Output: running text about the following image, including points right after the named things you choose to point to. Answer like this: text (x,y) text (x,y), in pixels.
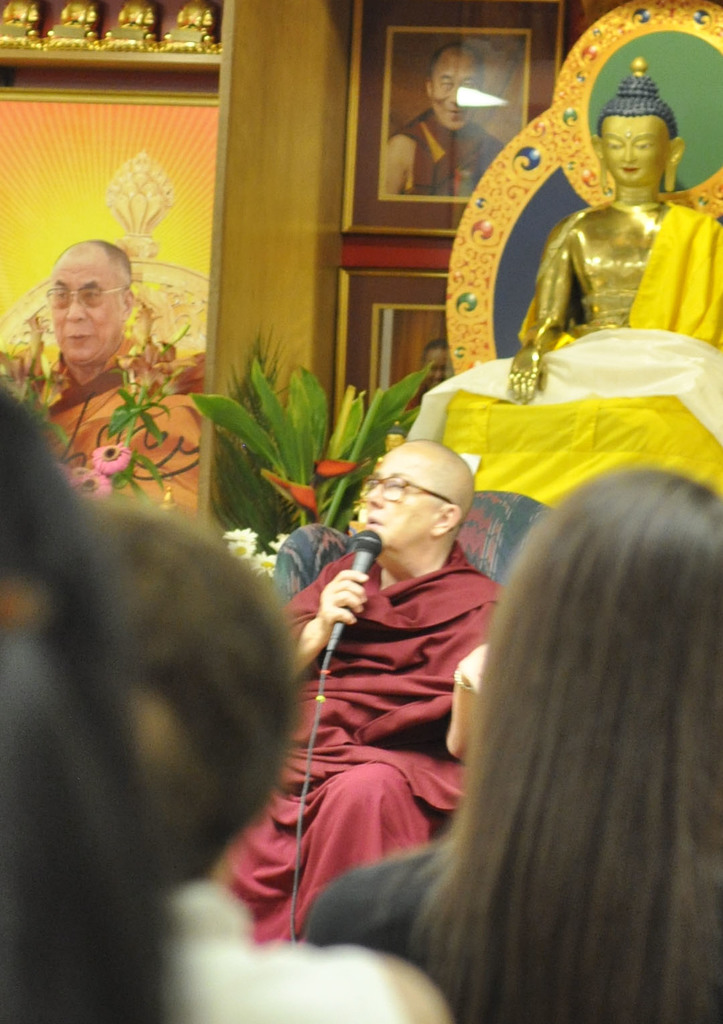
In this image, we can see some people (506,739) and in the background (404,569), there is a person (363,583) sitting on the chair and wearing glasses (395,499) and holding a mic (360,548) and we can see a statue (622,240) and there are some boards (176,136) on the wall (293,185) and we can see a plant (273,448).
